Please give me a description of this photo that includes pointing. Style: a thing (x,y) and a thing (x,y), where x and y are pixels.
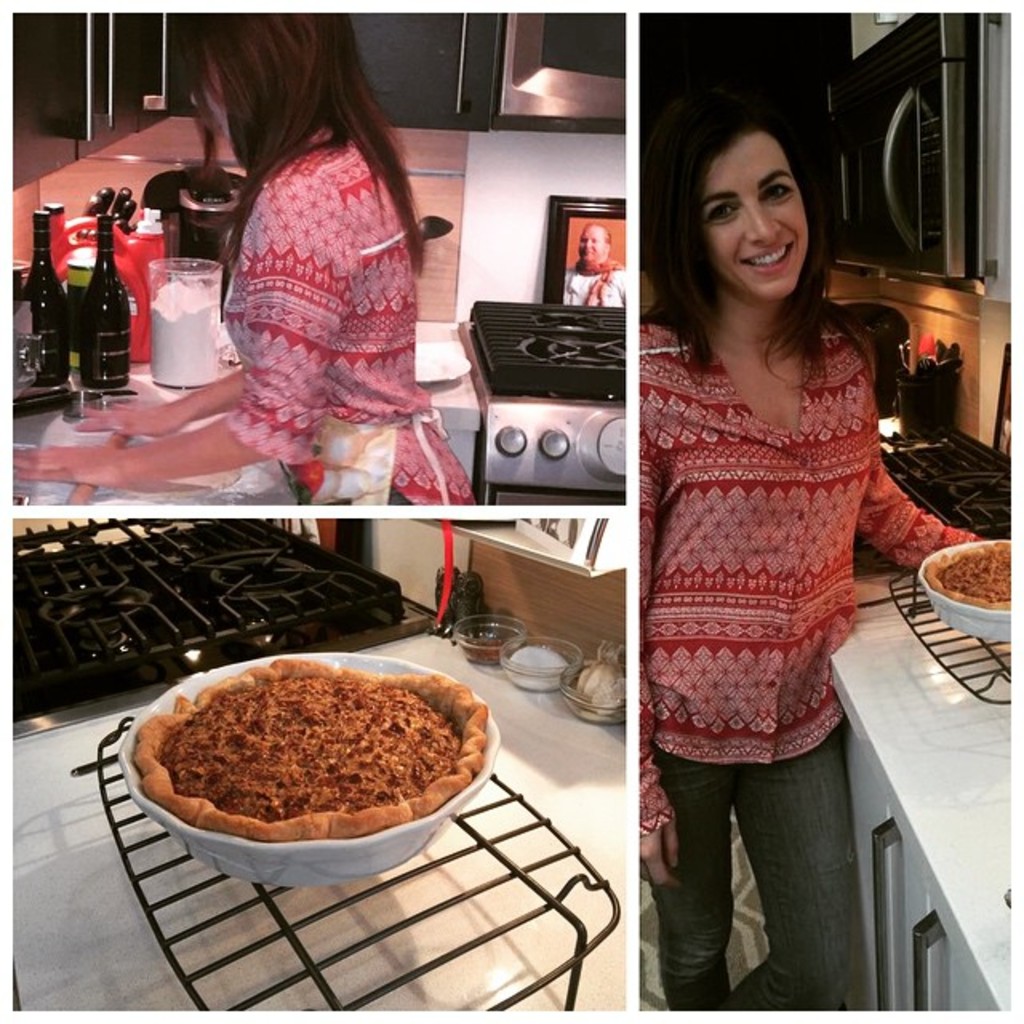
This is a collage image and here we can see bottles (100,294), jars (165,281) and some other objects (65,274) on the table (50,424) and there is a lady (332,383) standing. In the background (589,333), there is a frame (570,240) and we can see a stove (525,374) and some food items (287,760) and bowls (564,684). On the right (792,464), there is a lady (717,626) standing and smiling and we can see some other objects (889,161) and stands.
